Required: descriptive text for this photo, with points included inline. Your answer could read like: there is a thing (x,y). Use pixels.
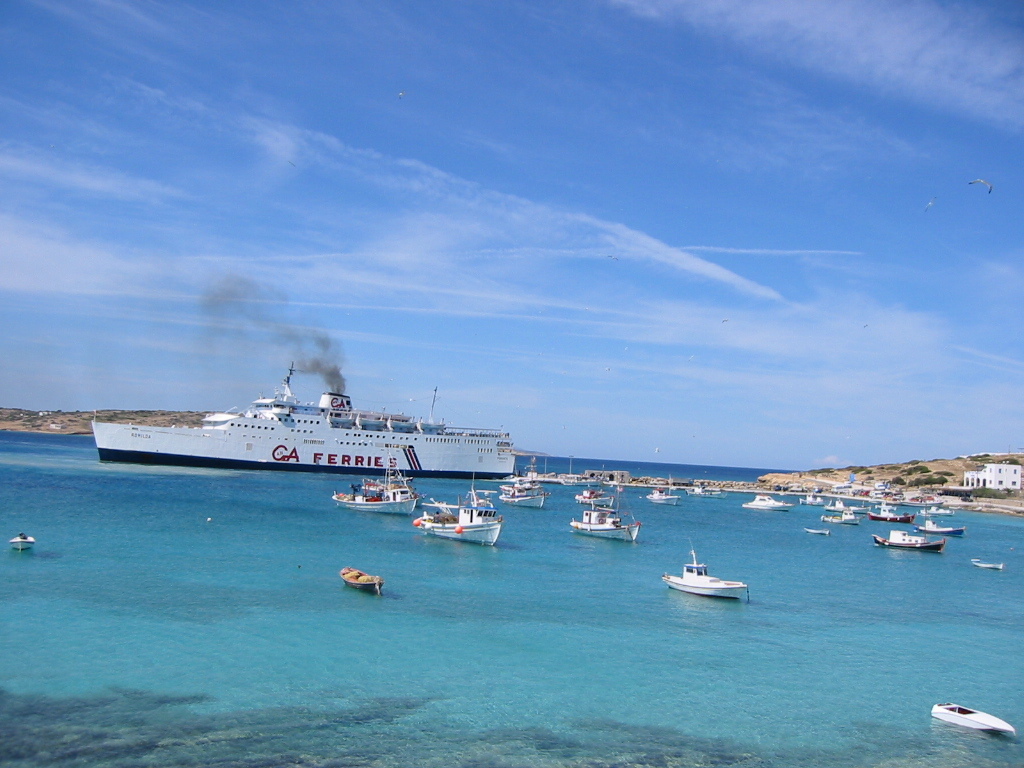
In this image, we can see ships (369,443) sailing in the water (518,575). We can also see hills (922,464) and plants (812,471) on it. We can see a building (992,472) on the right side (979,472). We can also see the sky (527,201).
